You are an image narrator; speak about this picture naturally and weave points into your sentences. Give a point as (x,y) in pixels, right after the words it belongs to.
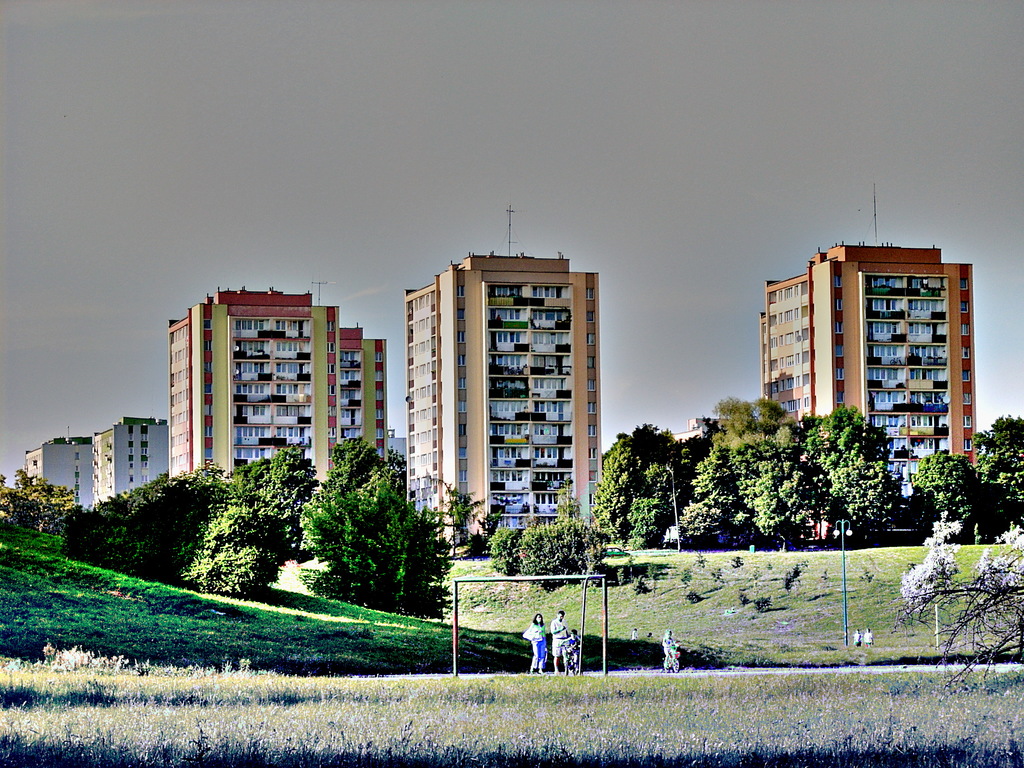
In this picture we can see grass (481,743) at the bottom (618,743), there are some people (561,645) in the middle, in the background (769,409) we can see trees (261,486) and buildings (408,392), we can also see poles (845,575) in the middle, there is the sky (482,156) at the top of the picture (474,94).
